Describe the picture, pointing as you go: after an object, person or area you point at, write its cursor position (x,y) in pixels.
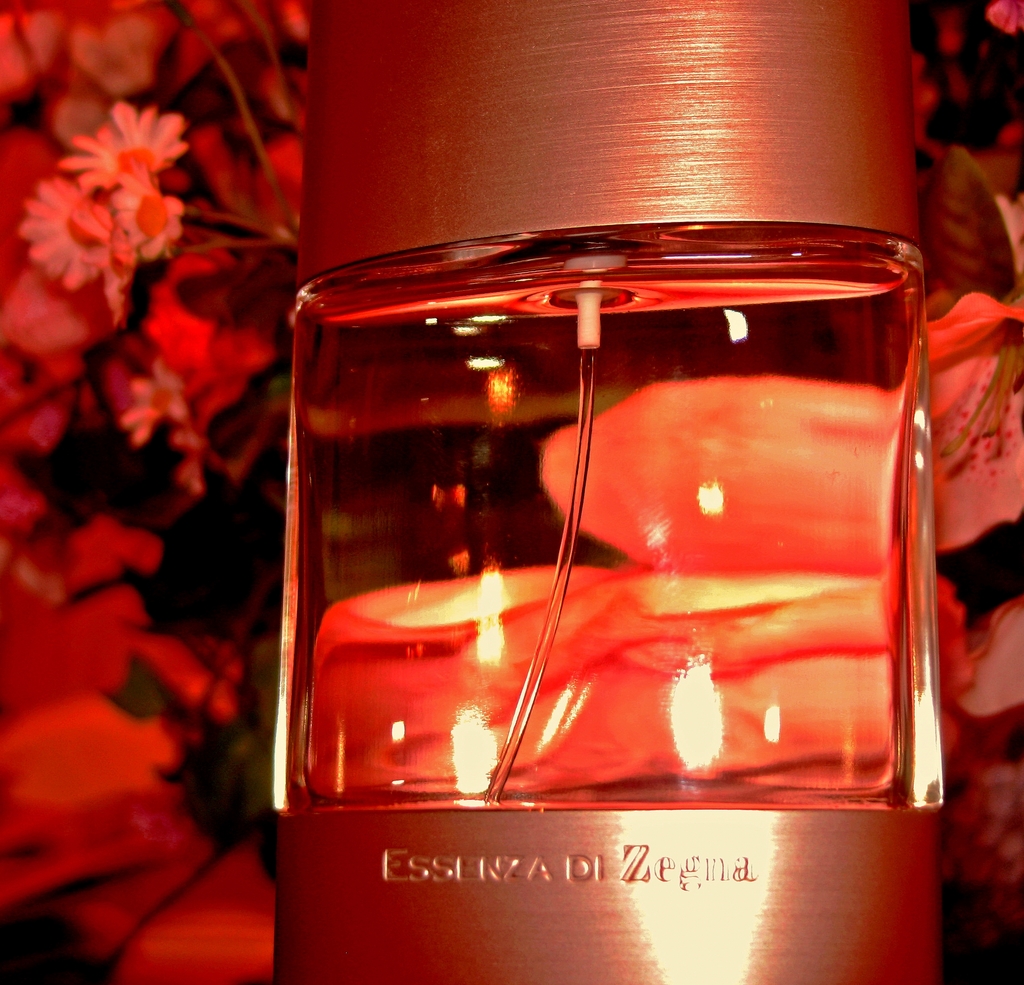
A bottle (532,531) with perfume (535,559) in it and in background (285,293) we can see flowers (130,177) of different colors.
